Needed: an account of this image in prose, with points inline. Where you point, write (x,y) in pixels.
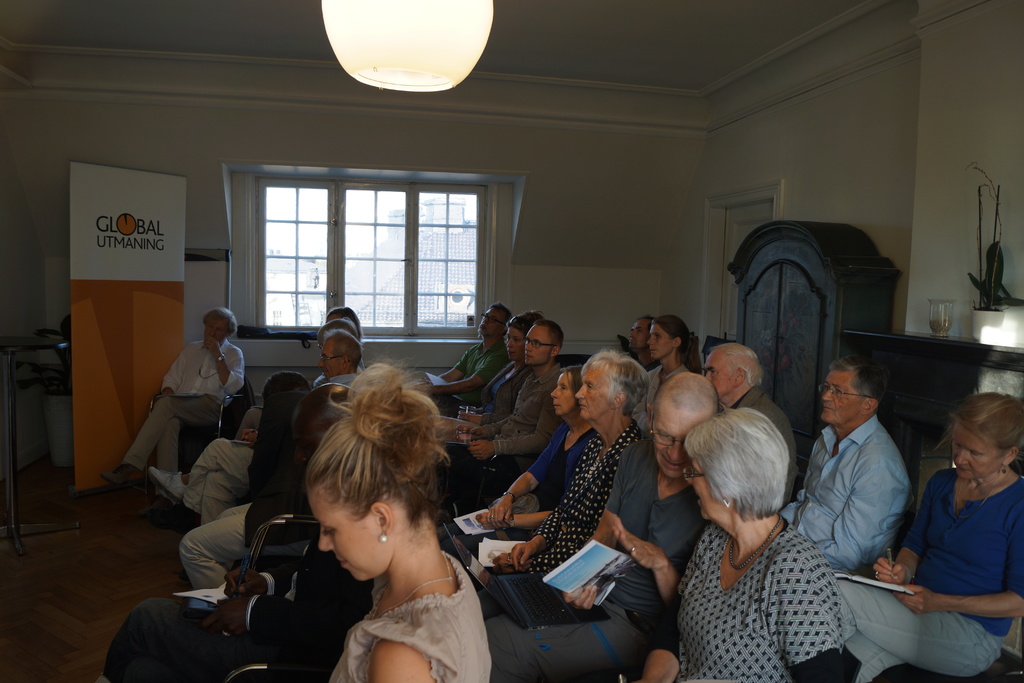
This is an inside view of a room (23,166). Here I can see many people (450,552) are sitting on the chairs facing towards the left side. Some of them are holding papers (570,568) in their hands (523,553). On the right side (959,346) there is a table (928,357) on which glass (939,323) and some other objects (982,308) are placed. Beside that I can see a cupboard (778,293) and also there is a door (758,224) to the wall (744,159). In the background (416,260) there is a window (340,263). Beside the window (292,262) I can see a banner (129,342) and which is placed on the floor (81,505). On the top (410,37) I can see a lantern (414,36).
